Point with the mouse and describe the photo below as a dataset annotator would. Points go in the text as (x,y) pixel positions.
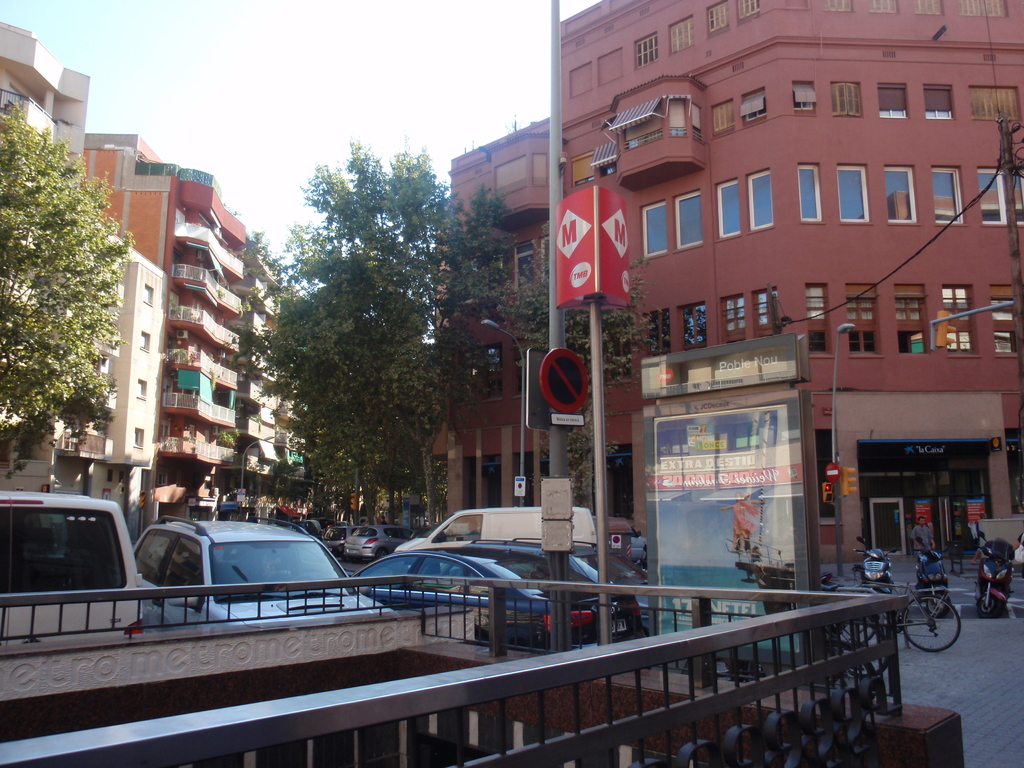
In this image I can see few buildings (984,208), windows (984,208), trees (424,221), light poles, fencing (504,757), boards (745,540), few objects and few vehicles (513,521) on the road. I can see the sky (446,109), few people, few boards (781,508) and few sign boards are attached to the poles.
